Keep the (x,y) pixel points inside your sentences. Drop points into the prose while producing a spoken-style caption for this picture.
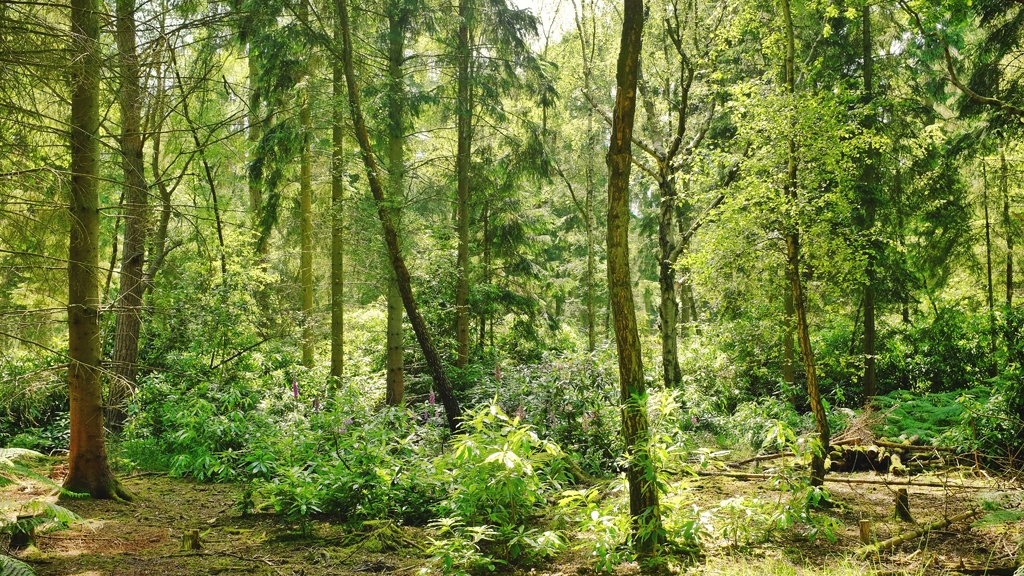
This is looking like a forest (456,184). Here I can see many plants (336,439) and trees (324,158).
